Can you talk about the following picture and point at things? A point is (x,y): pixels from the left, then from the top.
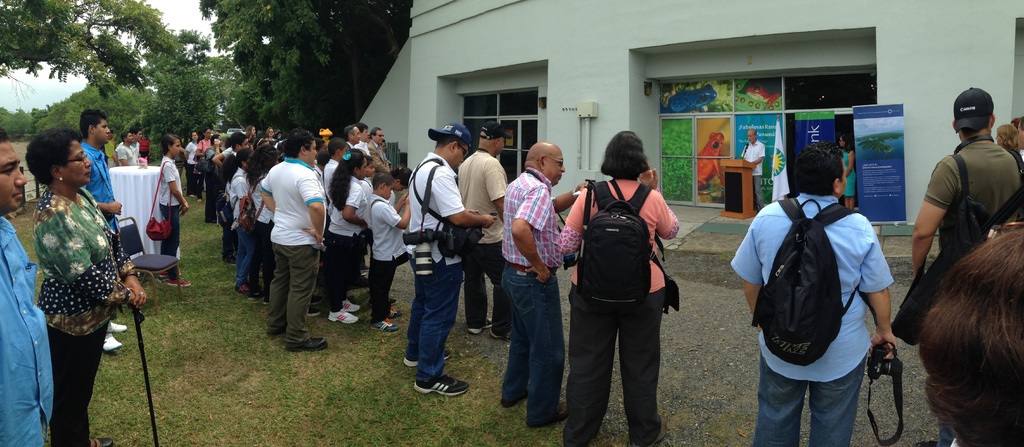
Land (208,368) is covered with grass (274,356). In-front of this building (595,139) there is a flag (780,145) and hoardings (808,136). In-front of this person (750,139) there is a podium (737,175) with mic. Here we can see people (534,198), table (141,183) and chair (139,239). Few people (207,189) wore bags (629,239). Background (353,95) there are trees (241,49). This person (68,200) is holding a stick (152,399). Another person (802,380) is holding a camera (871,368).
